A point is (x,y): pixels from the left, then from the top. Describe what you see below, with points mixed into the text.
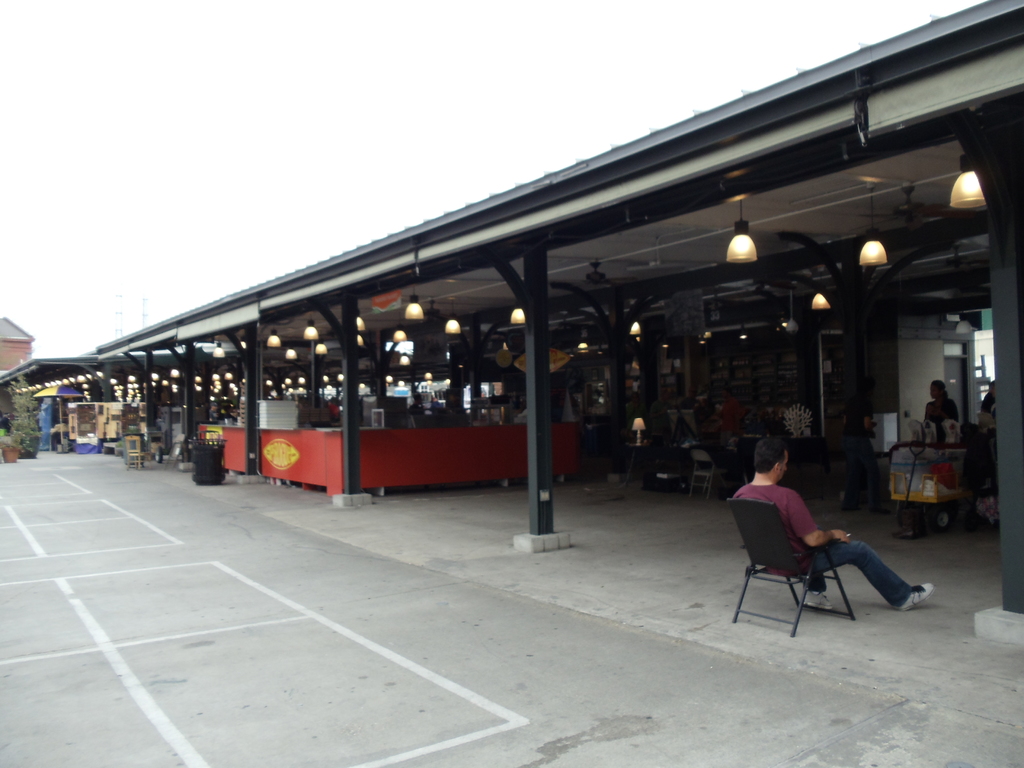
This picture clicked outside. There is a restaurant (367,496) towards the right (828,485) supported by the pillars (345,369). There are some lanterns (217,353) attached to it. To the right side (792,504) there is a person (902,608) in pink shirt (776,492) and blue jeans (856,546) sitting on chair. In the right corner (852,424) there are some people (989,395). In the left side (126,584) there is a pathway (249,720). In the left corner (13,462) there are some plants (15,394). In the top left (157,76) there is a sky (170,69).
